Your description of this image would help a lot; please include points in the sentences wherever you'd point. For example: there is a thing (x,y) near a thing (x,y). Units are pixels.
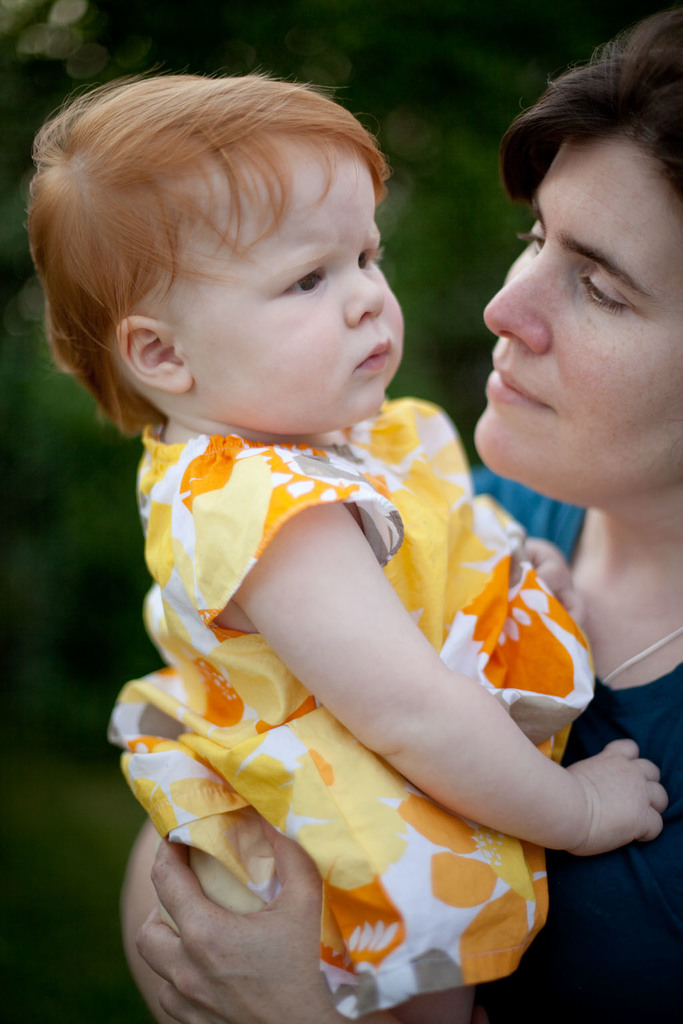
In this image we can see a lady (617,626) carrying a baby (169,230).
